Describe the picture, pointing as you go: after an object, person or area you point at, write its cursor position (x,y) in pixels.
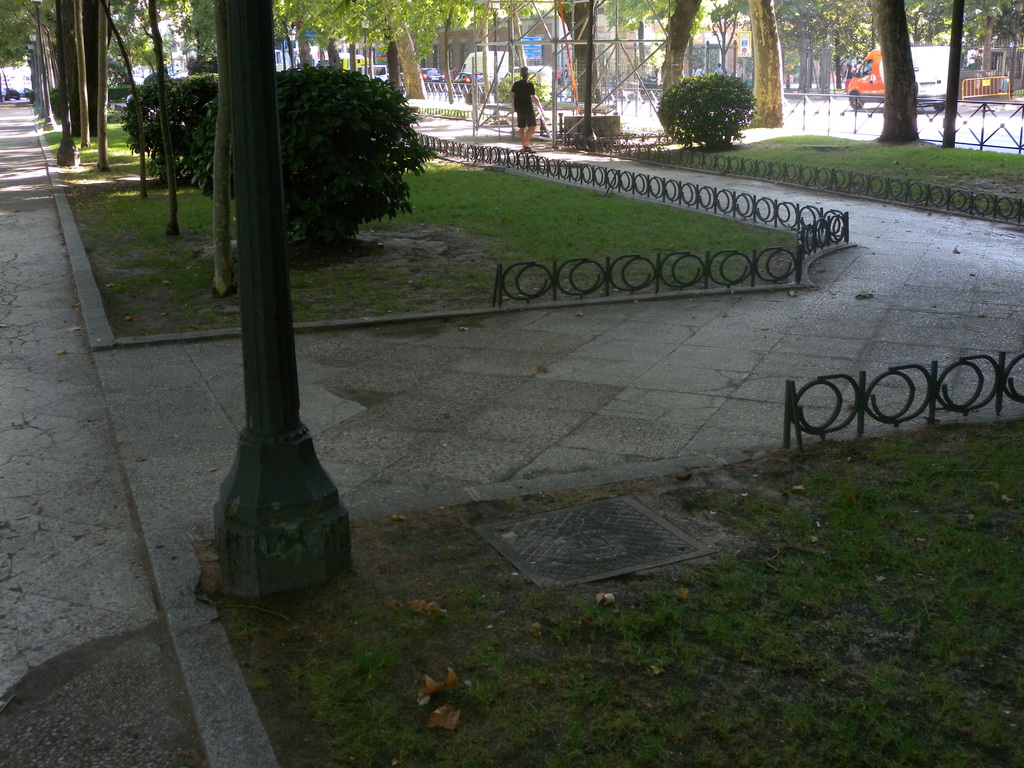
In this image we can see a person (529,96) standing and some vehicles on the pathway (840,278). We can also see the fence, grass (813,587), the lid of a manhole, some poles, the bark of the trees (204,44), some plants (371,225), a building (516,40) and a group of trees (735,31).
